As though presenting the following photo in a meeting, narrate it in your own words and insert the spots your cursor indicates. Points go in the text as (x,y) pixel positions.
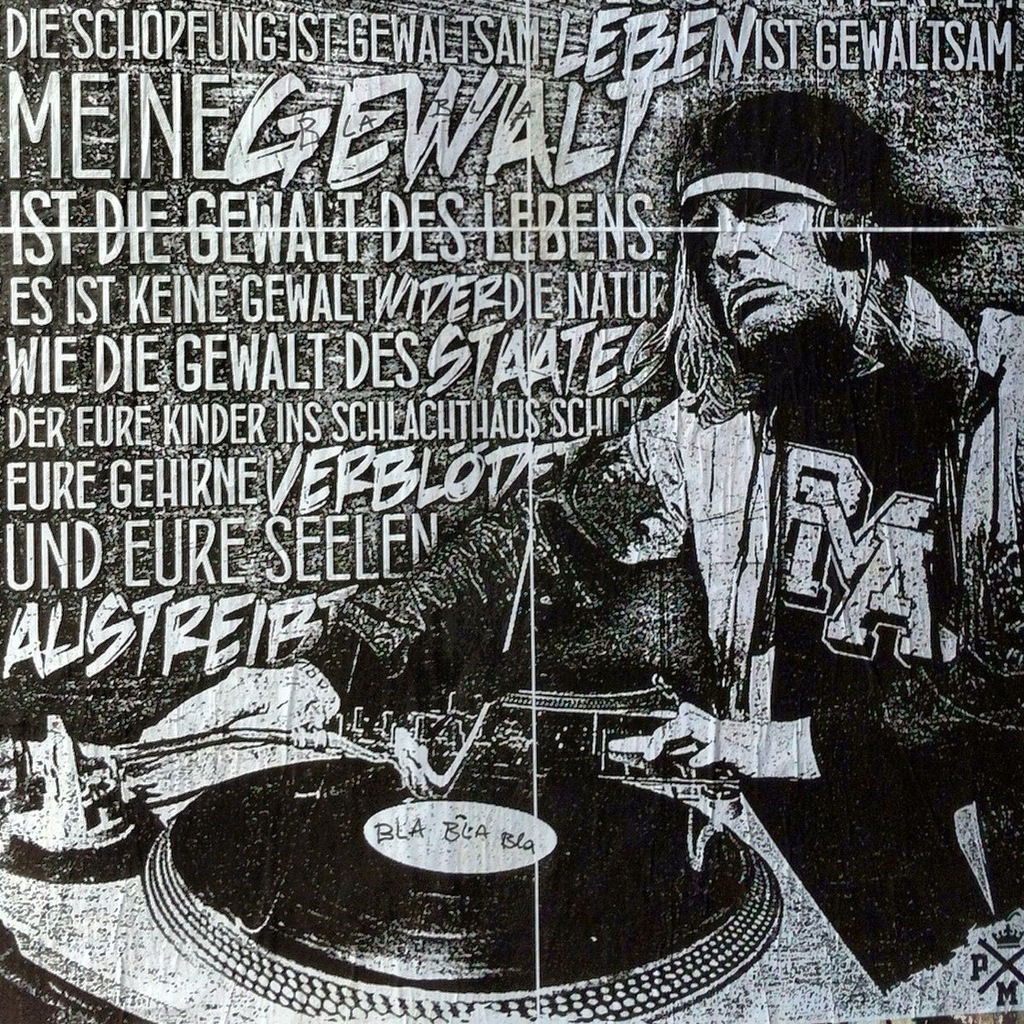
In this black and white poster there is a person (782,505) with some instrument (237,930) and there is some text (136,552) on it.
